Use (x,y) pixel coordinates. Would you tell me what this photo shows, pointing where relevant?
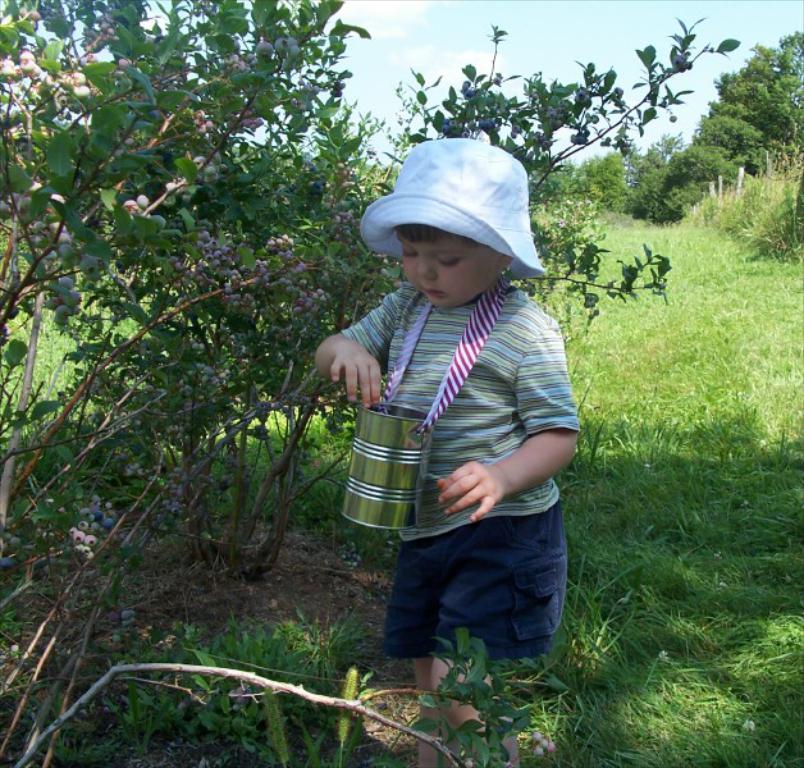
In this picture we can see a child (545,613) wore a cap (501,215), steel jar (402,438), trees (342,250), grass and in the background (529,57) we can see the sky (627,34) with clouds (343,19).
